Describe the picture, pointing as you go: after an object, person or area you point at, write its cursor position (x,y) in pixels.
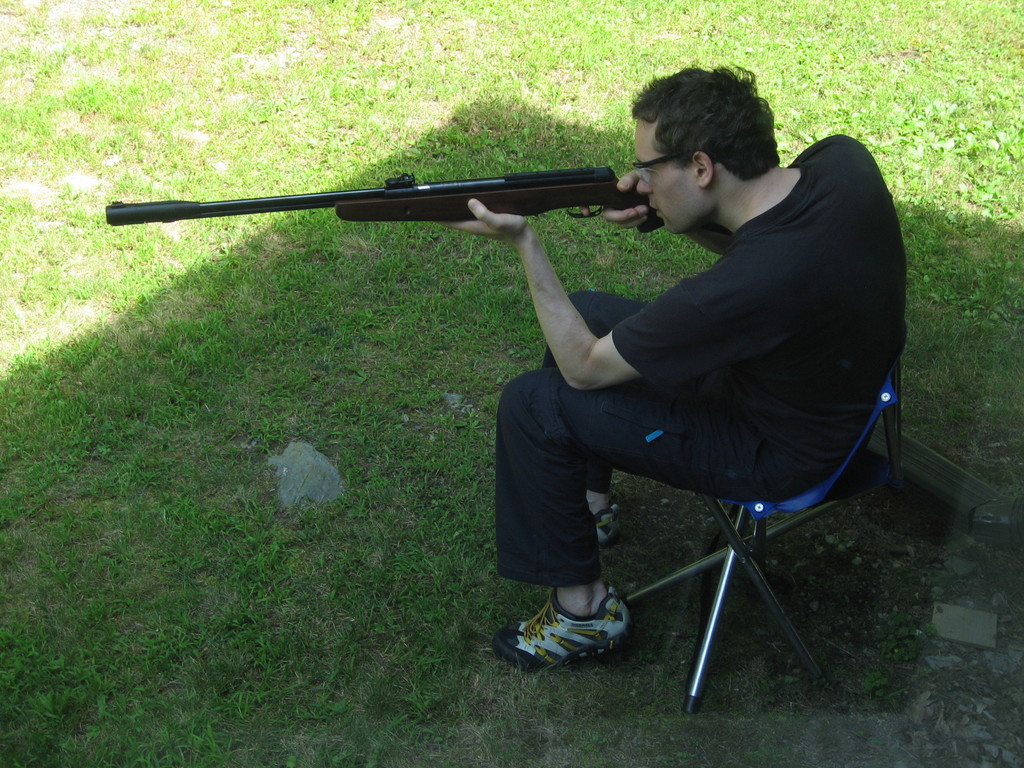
In this image I can see a person (801,427) sitting on the chair (766,530) and holding a gun (515,201) in his hands (484,211).
